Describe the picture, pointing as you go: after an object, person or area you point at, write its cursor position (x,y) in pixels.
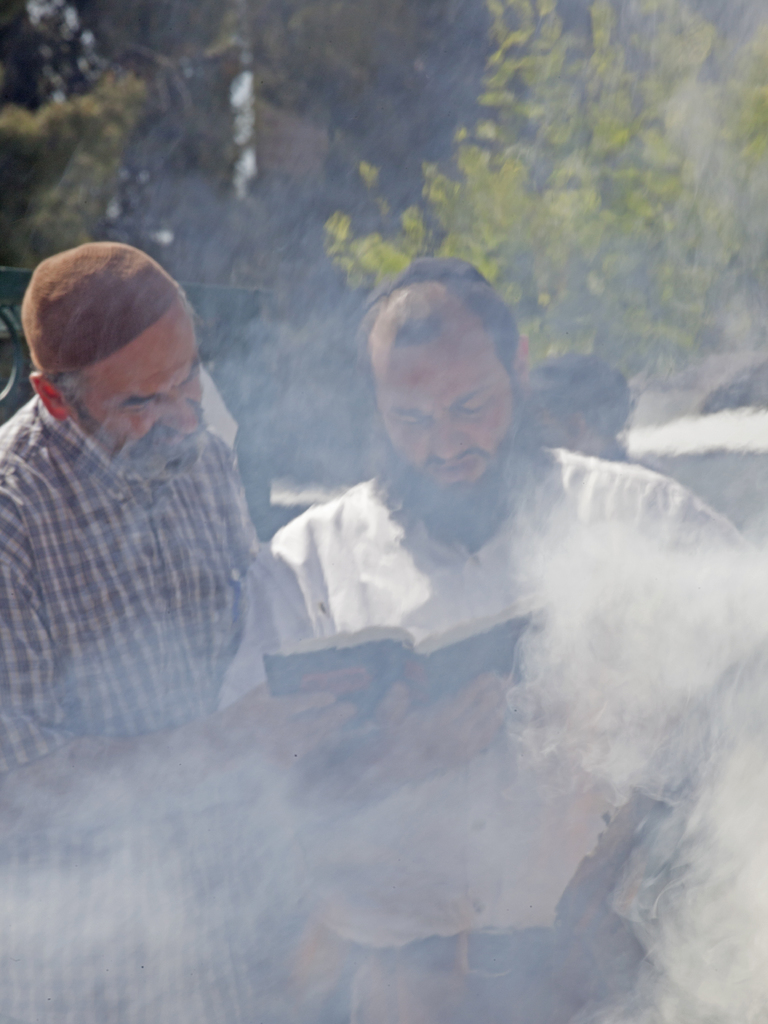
In this image is the foreground (107,514) there are two persons (279,560) who are standing and one person (477,610) is holding a book (516,641), in the background (221,153) there are some trees (512,141) and there is a fog (425,718).
